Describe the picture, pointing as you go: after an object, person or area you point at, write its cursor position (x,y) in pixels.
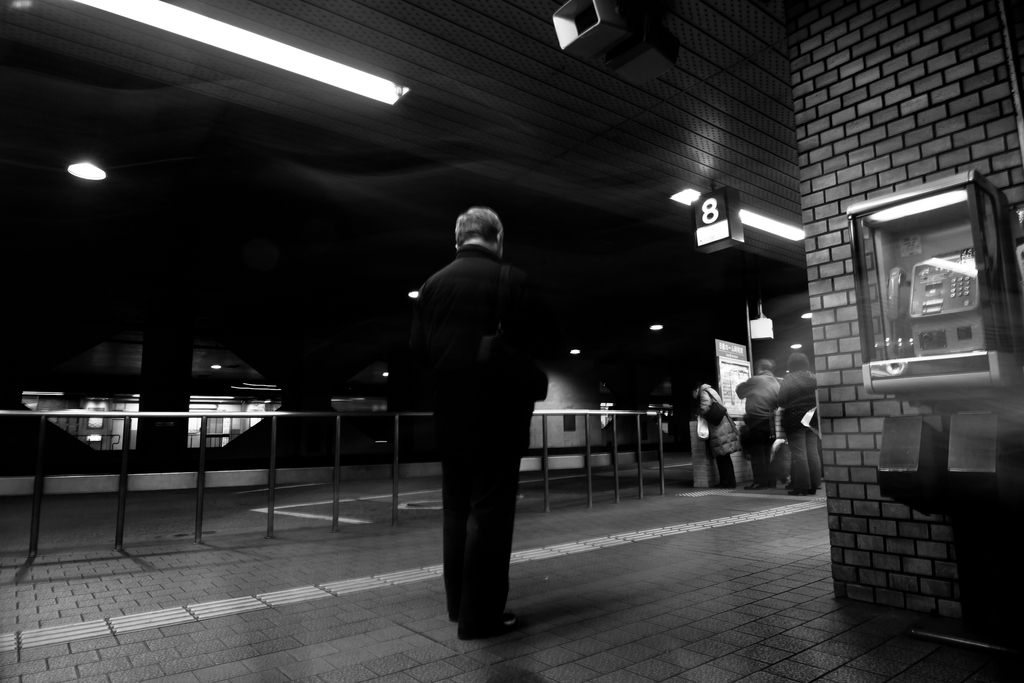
This picture shows a few people (747,436) are standing in a line and we see a woman (729,428) wore handbag (717,422) and we see another man (451,437) standing on the side, He wore a shoulder bag (526,369) and we see a telephone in the glass box (1004,237) and few lights (774,229) to the ceiling (122,212).
